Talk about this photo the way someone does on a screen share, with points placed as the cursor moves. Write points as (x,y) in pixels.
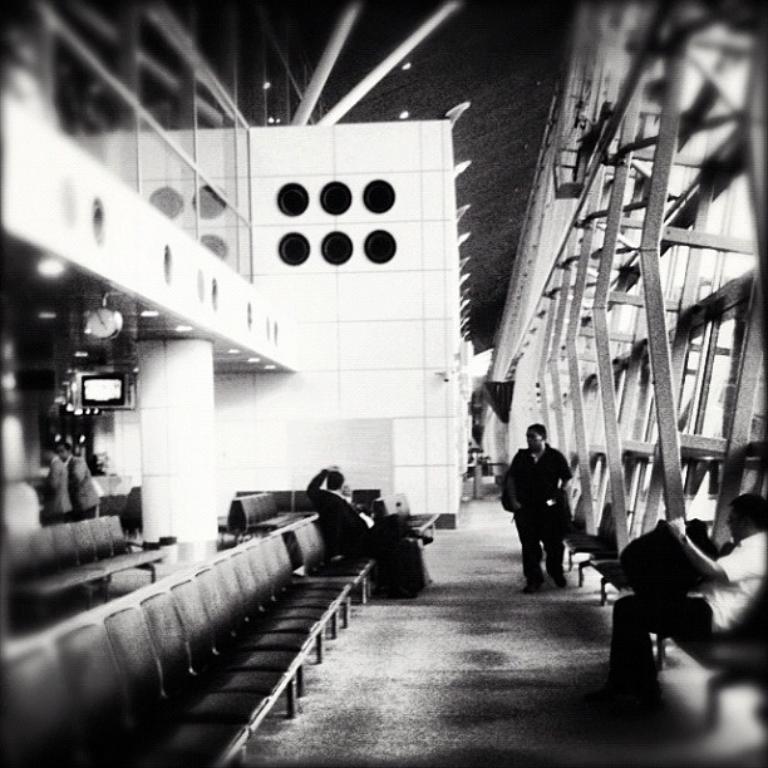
This is a black and white picture, there are few persons (721,584) sitting on chairs (213,724) on either side in the hall (583,421) and a person (514,462) walking on the path (439,737).
